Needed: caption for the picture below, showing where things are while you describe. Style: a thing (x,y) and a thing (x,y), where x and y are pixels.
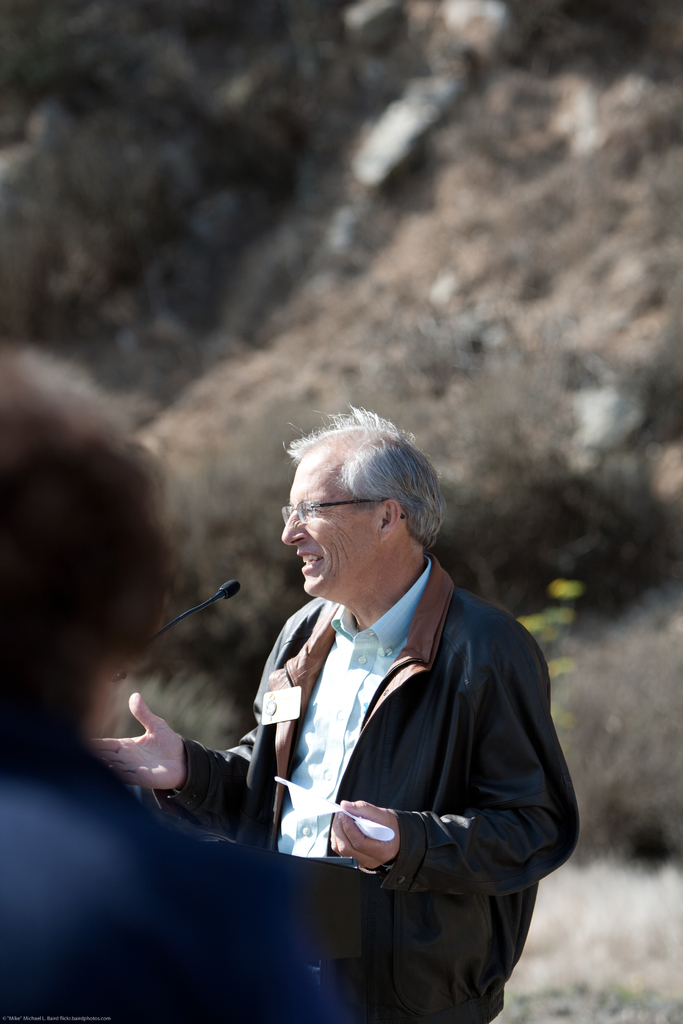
In this image I can see two people (457,854) with different color dresses (218,860). I can see the mic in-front of one person (288,694). In the background (274,423) I can see the trees (450,424) and it is blurred.
